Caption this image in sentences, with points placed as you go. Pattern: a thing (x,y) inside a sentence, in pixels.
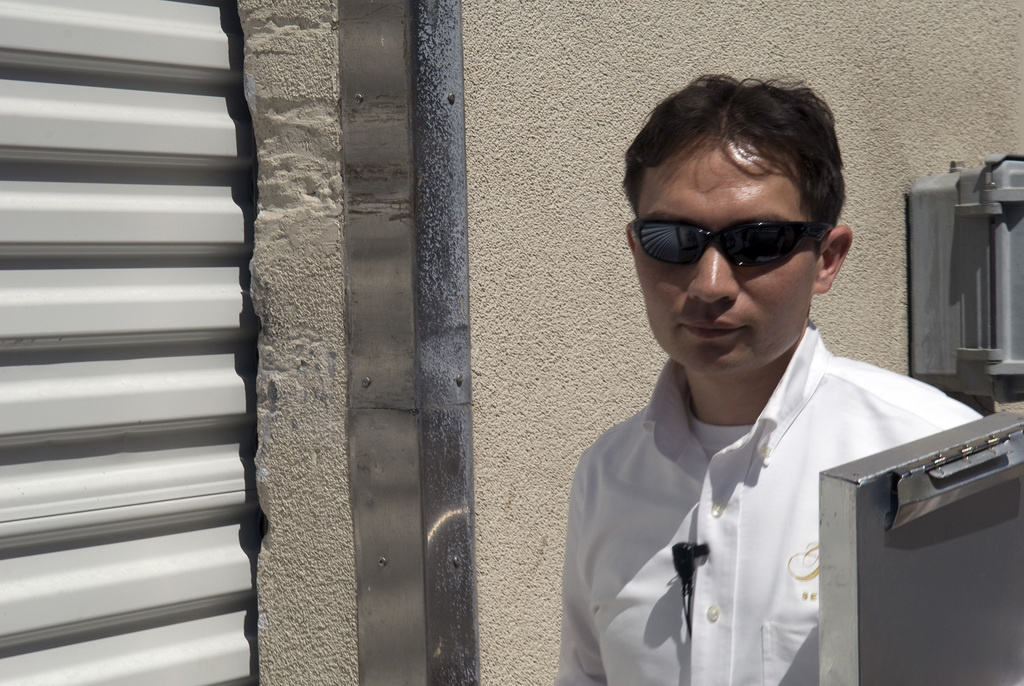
Here we can see a man (684,378) and he has goggles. In the background (417,25) there is a wall (871,255).
